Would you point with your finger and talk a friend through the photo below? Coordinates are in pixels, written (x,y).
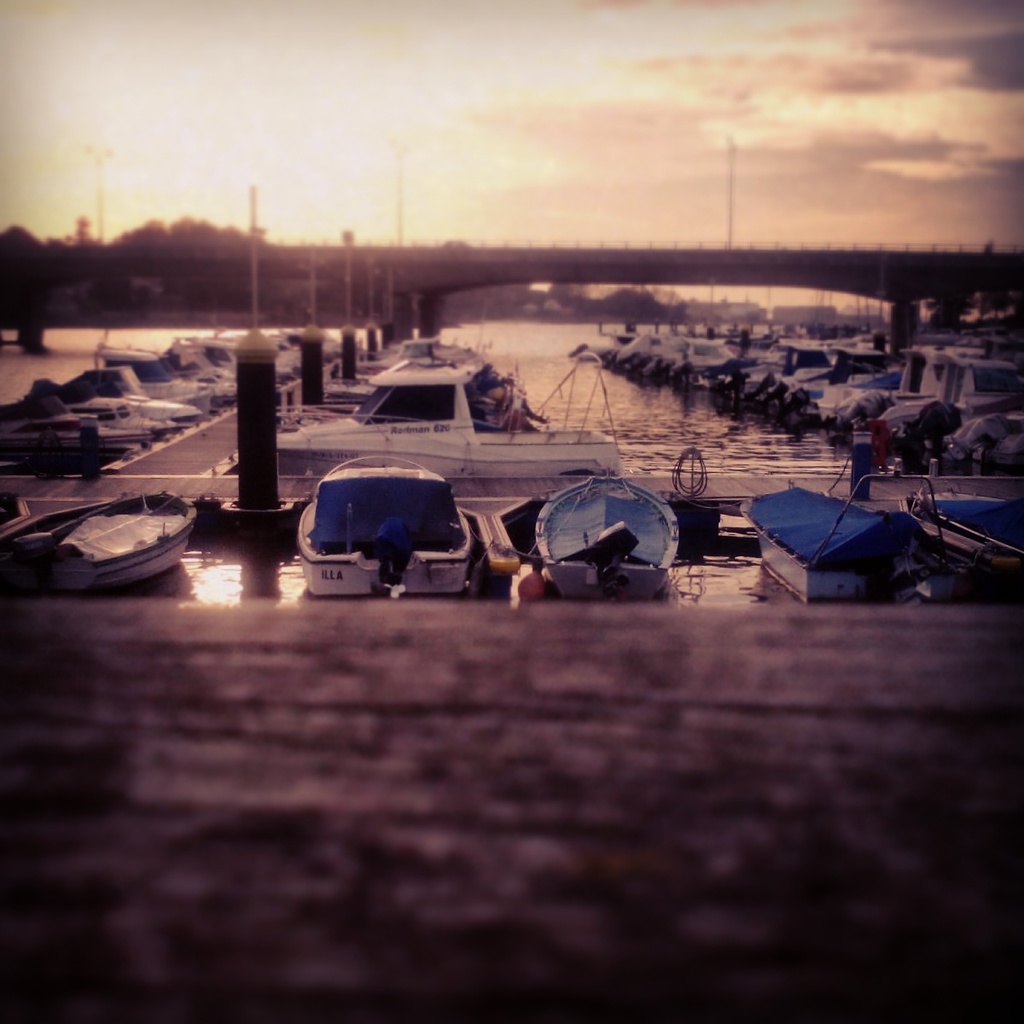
At the bottom of the image (443,827) there is a surface (472,817). Behind the surface (806,804) there is water (533,392). On the water (649,389) there are many boats (430,448) and also there are wooden decks (215,485) with poles (249,369). In the background (145,264) there is a bridge (459,257) and also there are poles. At the top of the image (784,122) there is a sky (713,104) with clouds (945,91).
